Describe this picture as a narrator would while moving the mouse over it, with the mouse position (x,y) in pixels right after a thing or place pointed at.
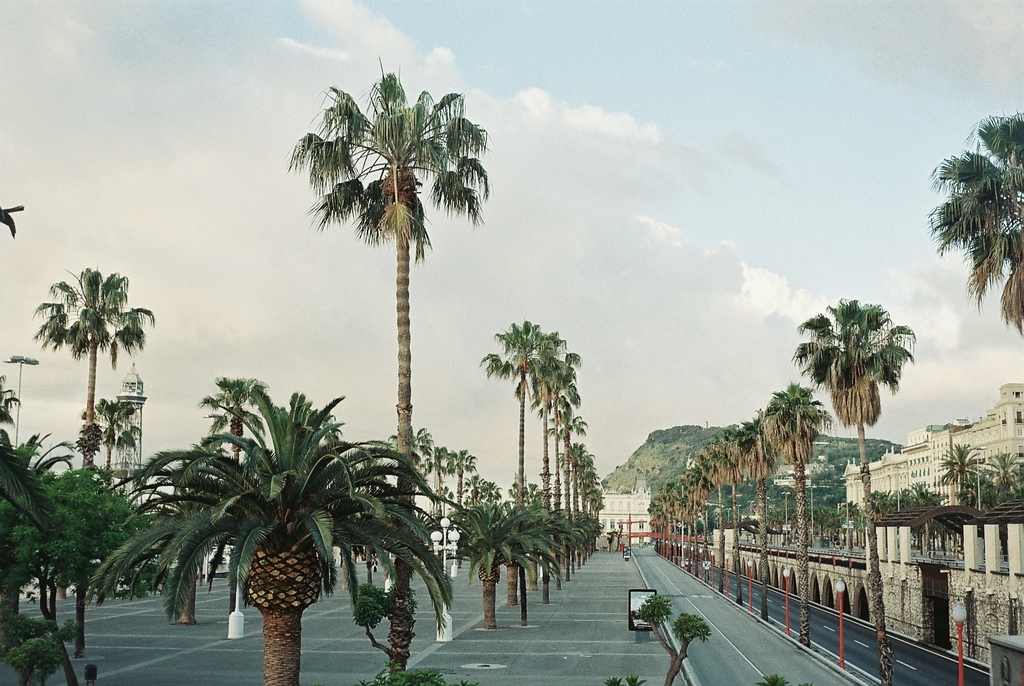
In this image there are trees (403,588) and street lights (389,578) on the floor (438,659). Right side (904,660) there is a road (858,644). Left side (136,418) there is a tower (141,430). Right side there are buildings (606,516). Background (748,506) there is a hill (722,436). Top of the image (687,139) there is sky (567,219), having clouds (665,229).
